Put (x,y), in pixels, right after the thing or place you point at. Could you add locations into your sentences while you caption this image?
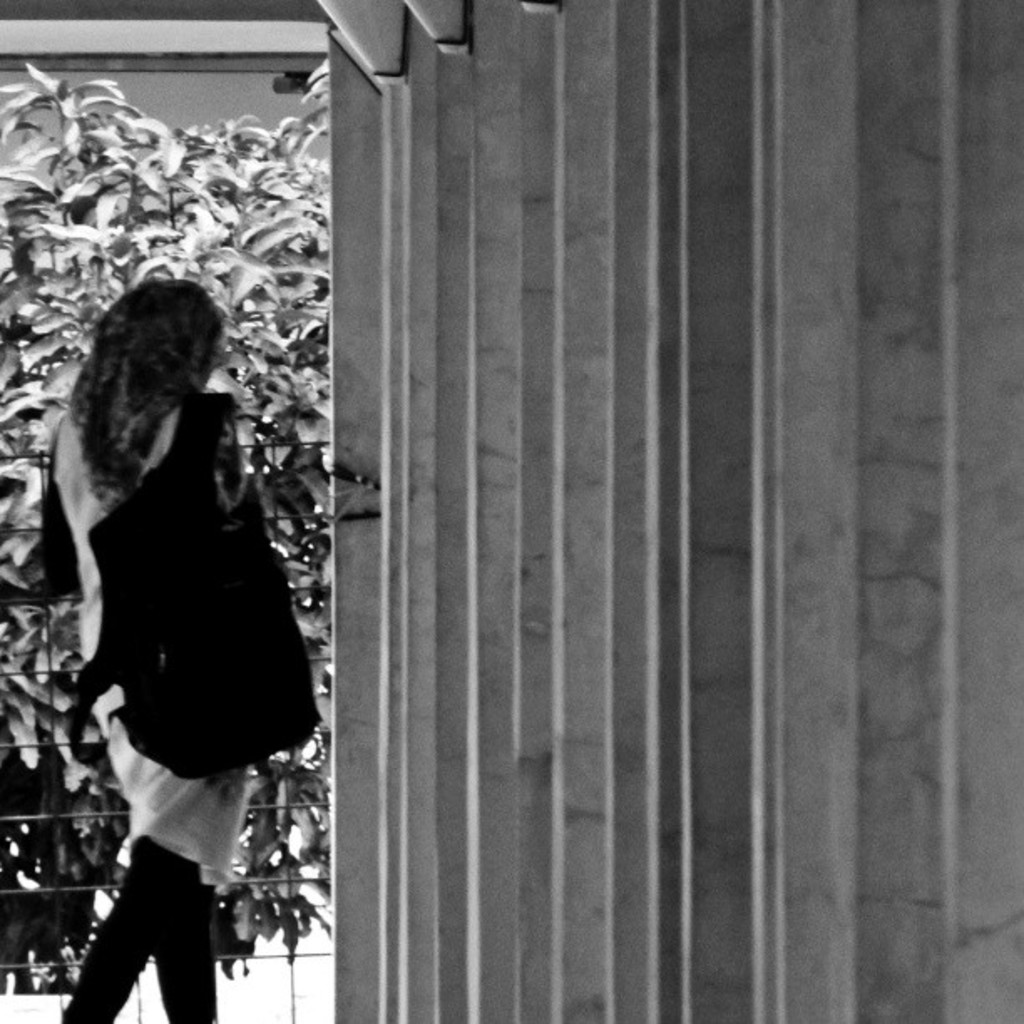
This is a black and white picture, in this image we can see a woman (201,595) wearing a bag (185,580) and walking, there are some plants (256,390), fence (289,490) and the wall (761,672).
